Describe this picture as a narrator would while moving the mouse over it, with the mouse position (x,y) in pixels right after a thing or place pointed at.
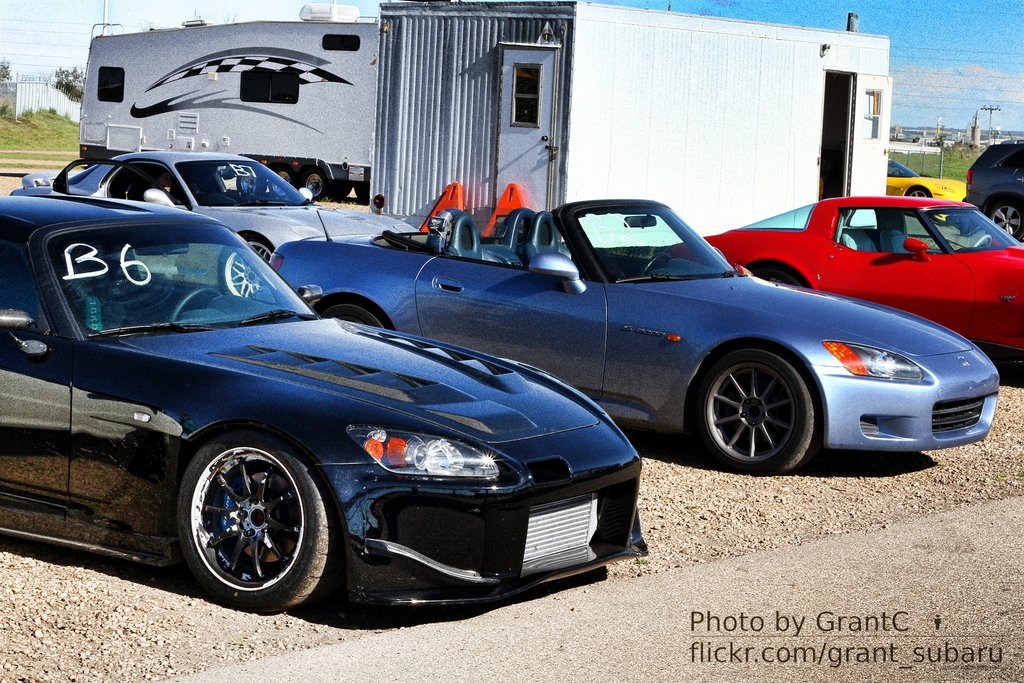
In this picture we can see few vehicles (532,221) and a cabin (875,131), in the background (934,117) we can see few poles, grass (41,122) and clouds (956,92), at the right bottom of the image (830,642) we can see some text (857,638).
